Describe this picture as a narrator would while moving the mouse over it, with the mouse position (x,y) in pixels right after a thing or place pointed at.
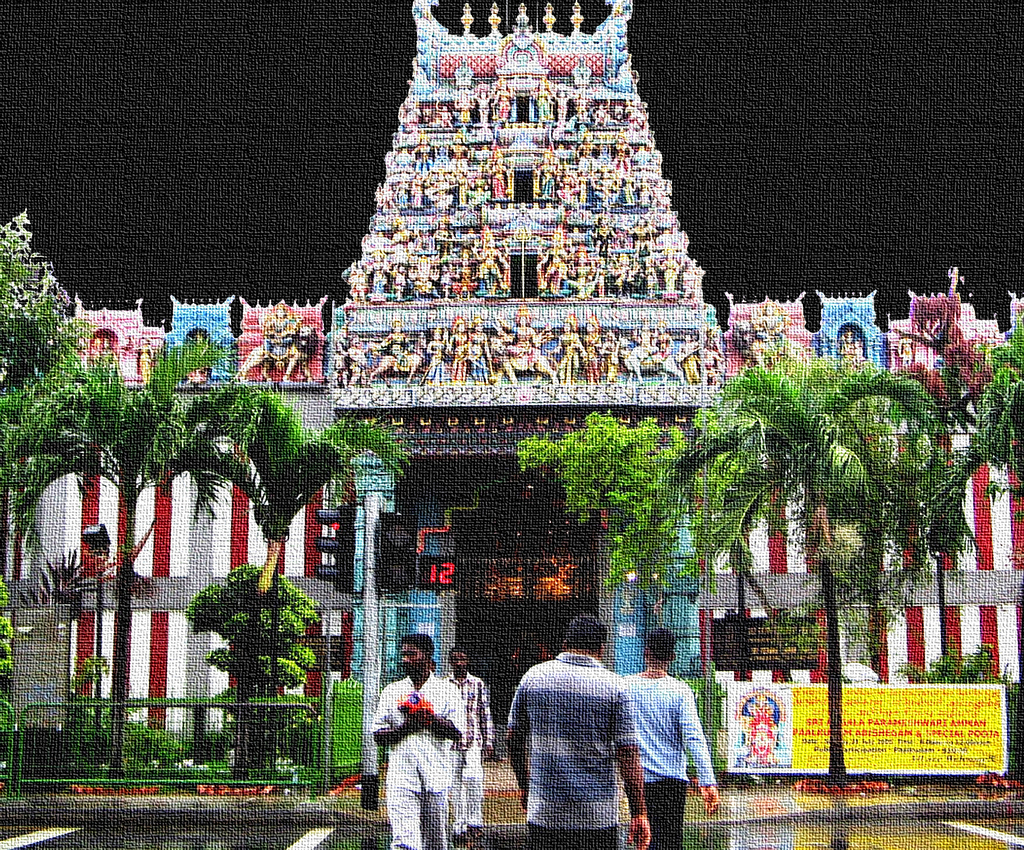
In this image, we can see few people (524,771), trees (276,686), banner (850,720), board (768,643), pole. Background (150,641) we can see a temple arch (665,389) and wall (173,567). Here we can see traffic signals (335,562).
